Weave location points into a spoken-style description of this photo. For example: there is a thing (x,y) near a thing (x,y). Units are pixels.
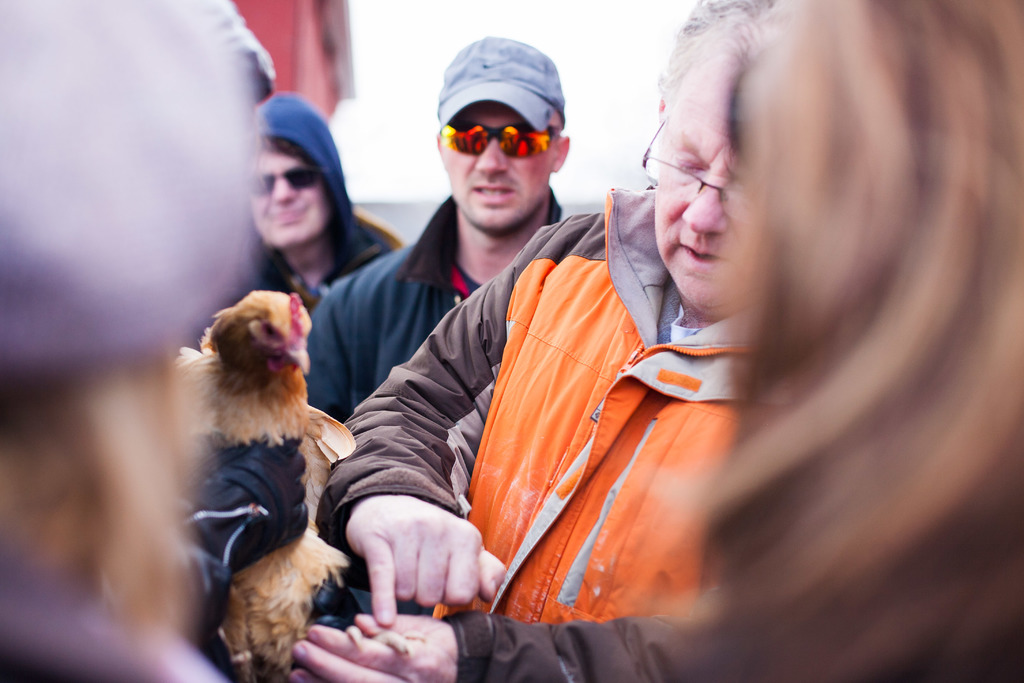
In this picture there is a man (687,147) wearing an orange jacket (614,412). Beside him, there is a man (399,292) wearing a blue jacket (389,304), grey cap (479,89) and goggles (481,130). Towards the left (69,312) and right, there are people (900,452).
